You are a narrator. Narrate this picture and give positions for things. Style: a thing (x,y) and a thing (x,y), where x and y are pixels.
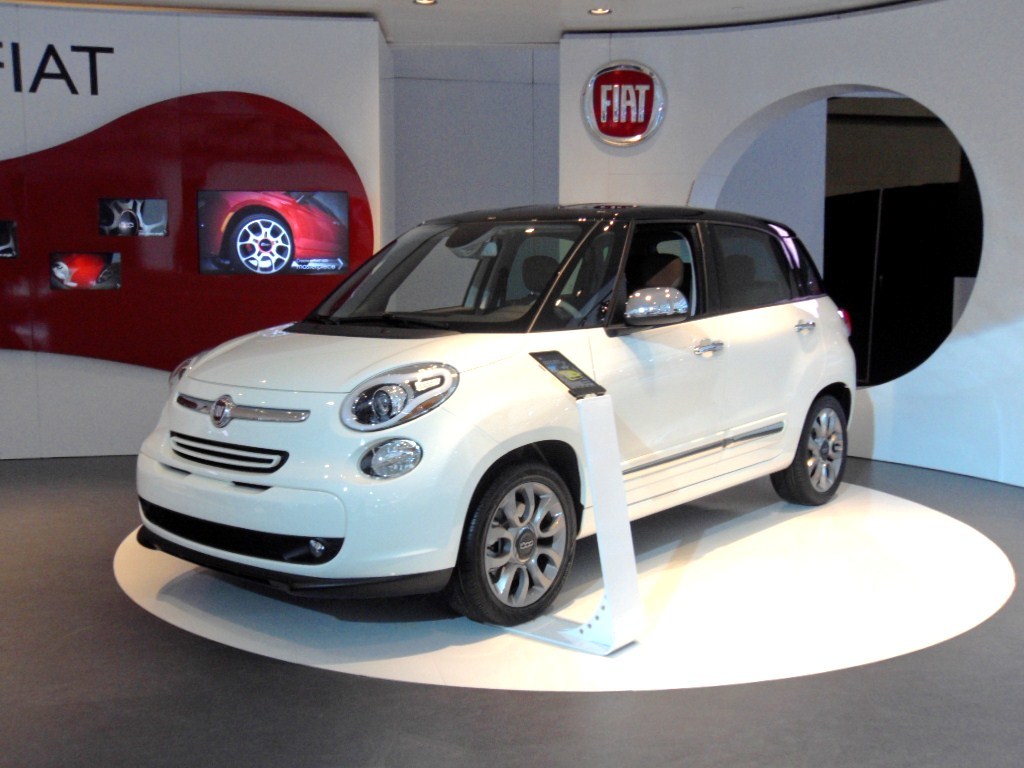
There is a car (756,456) on the floor (735,645). Here we can see screens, board (360,192), lights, and wall (444,91).
